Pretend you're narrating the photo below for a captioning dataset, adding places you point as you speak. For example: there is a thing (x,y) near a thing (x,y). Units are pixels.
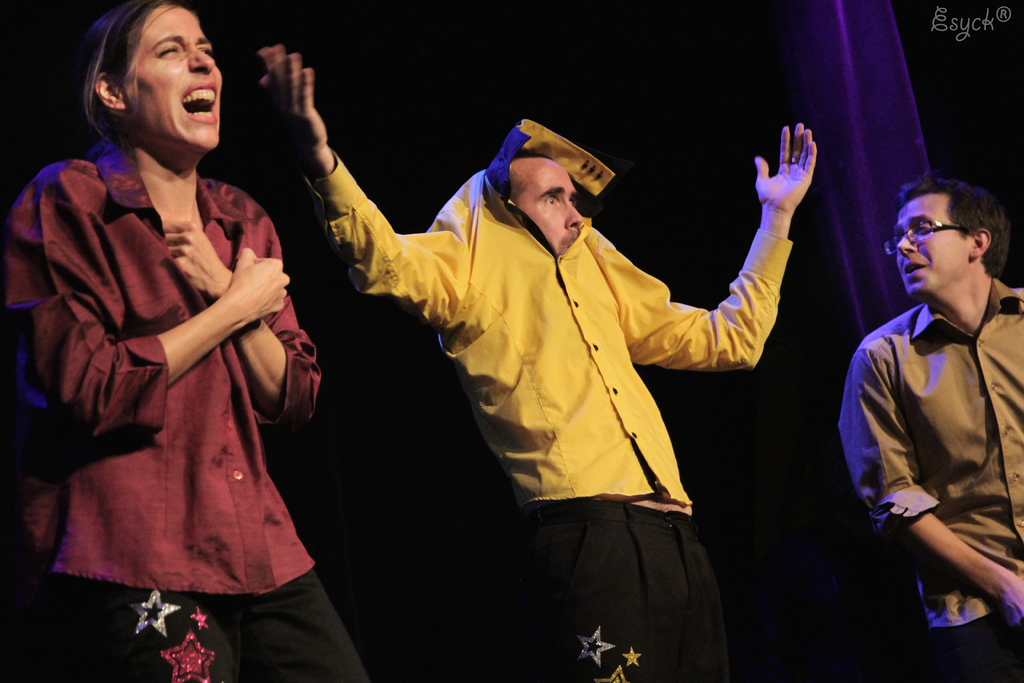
There are three persons (567,272) at right side (936,377) with the golden color shirt (960,388) and wearing spectacles (924,236) and in the middle (528,306) with yellow color shirt (558,382) and in left side (136,251) we can see with the maroon color shirt (154,255) and woman (170,173) is screaming.
